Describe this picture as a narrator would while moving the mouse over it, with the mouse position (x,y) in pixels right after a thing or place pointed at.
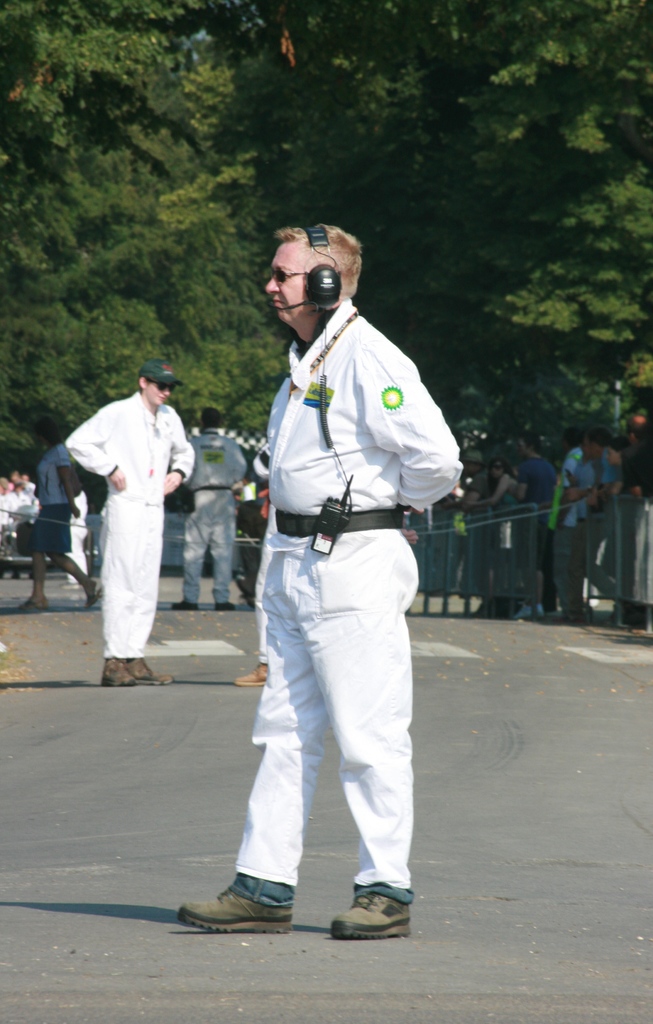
In front of the picture, we see a man (335,472) in the white dress (368,509) is standing. He is wearing a headset (330,279). At the bottom (332,897), we see the road (423,840). Behind him, we see a man (121,587) in the white shirt (157,464) and the white pant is standing. Behind him, we see the people (546,475) are standing and we see the ropes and the fence (575,525). There are many trees (509,253) in the background (238,324).
